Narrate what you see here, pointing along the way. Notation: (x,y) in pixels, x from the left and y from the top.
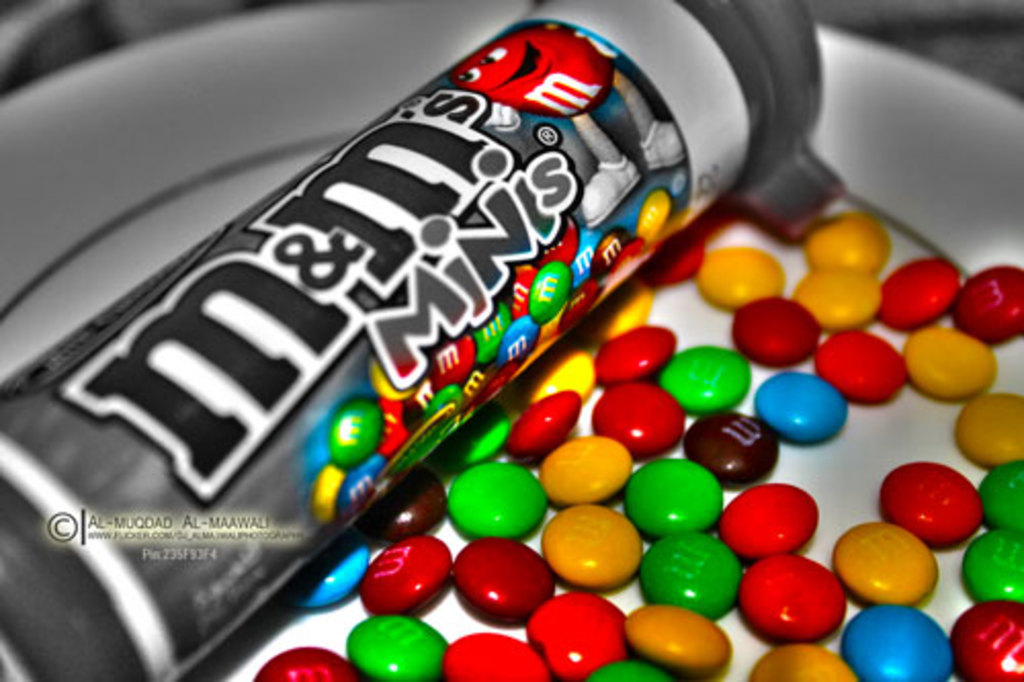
In this picture there are candies (932,367) on the plate (929,175) and there is a box (470,174) on the plate (341,629) and there is text (429,179) on the box (477,183). On the left side of the image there is a text (55,515).
